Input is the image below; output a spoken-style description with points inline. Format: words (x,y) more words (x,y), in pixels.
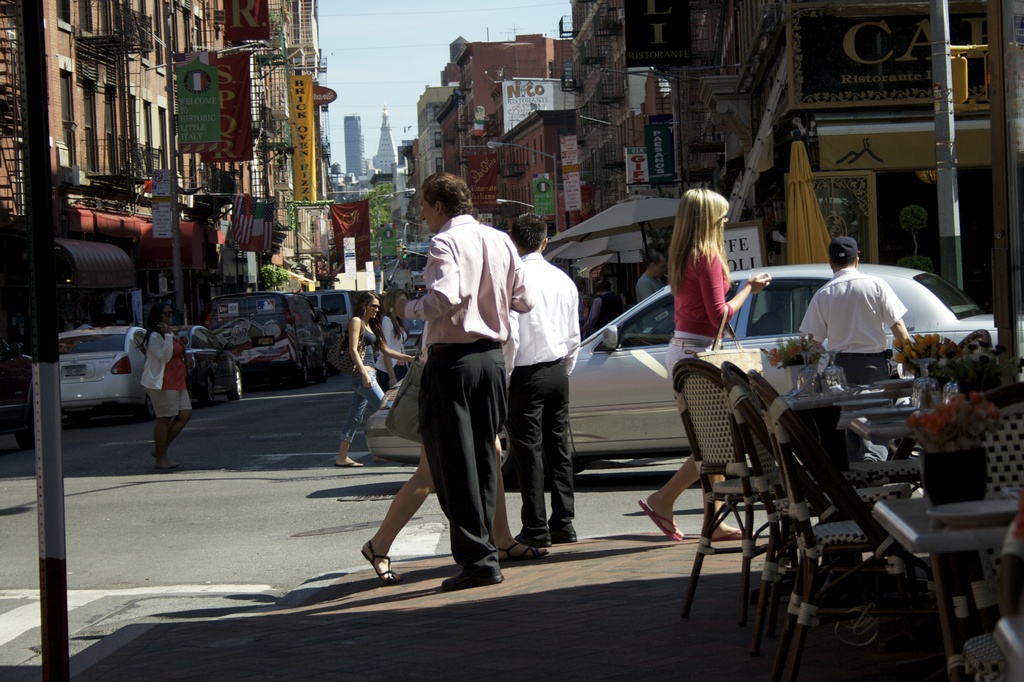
some people (381,363) are walking across the street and there are few vehicles (273,349) parked.
